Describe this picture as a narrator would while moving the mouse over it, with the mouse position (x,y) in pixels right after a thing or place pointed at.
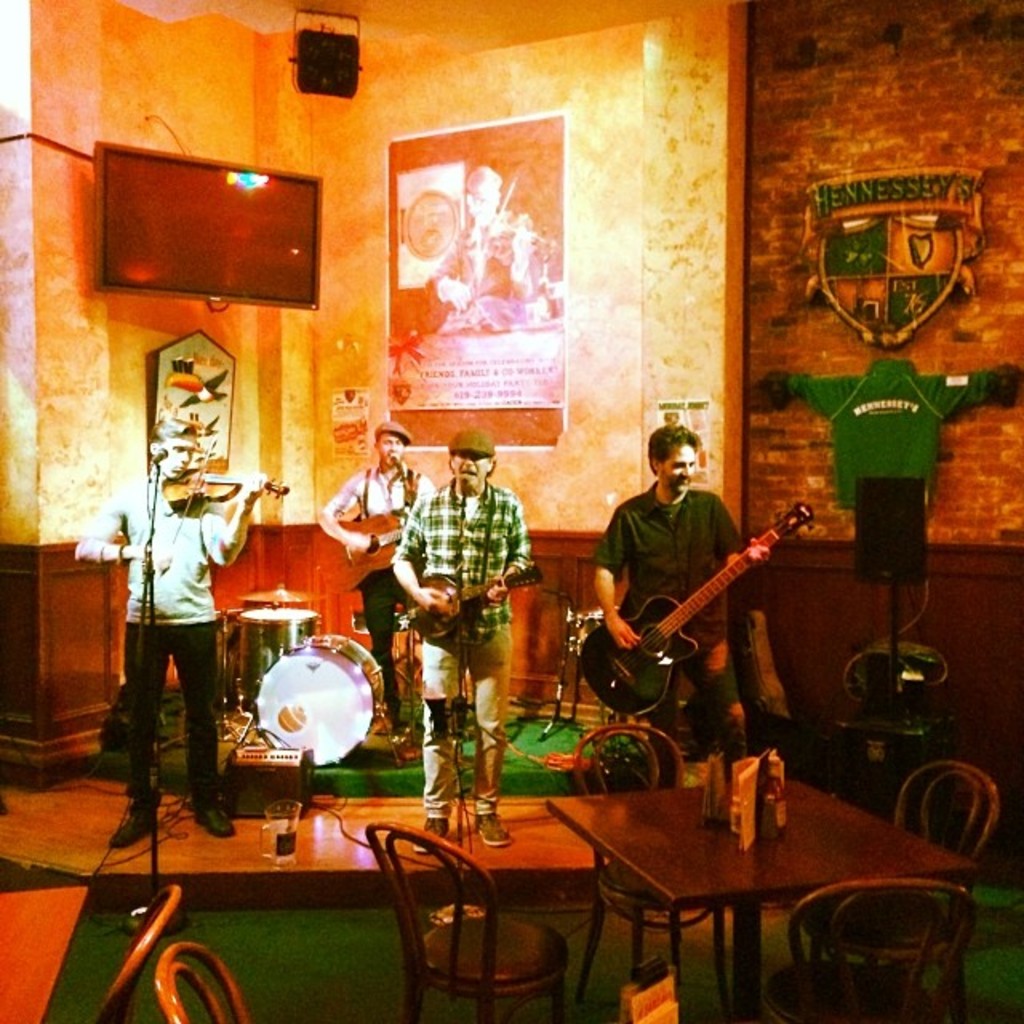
in this picture there is a table (606,791) at the right side of the image (737,962) and there are chairs (856,1011) around it, there is a poster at the center of the image (557,413) on the wall (268,348) and a television (242,230) at the left side of the image (214,237), there is a person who is standing at the left side of the image (209,478), he is playing the violin (183,492), the person (419,556) who is at the center of the image (478,626) he is playing the guitar (447,621) as well as he is singing in the mic (460,679) and the person (647,556) who is standing at the right side of the image (730,721), playing the guitar (599,646), there is a green color carpet (405,775) on the floor (384,777) and there is a drum set (405,740) at the left side of the image (298,636).
